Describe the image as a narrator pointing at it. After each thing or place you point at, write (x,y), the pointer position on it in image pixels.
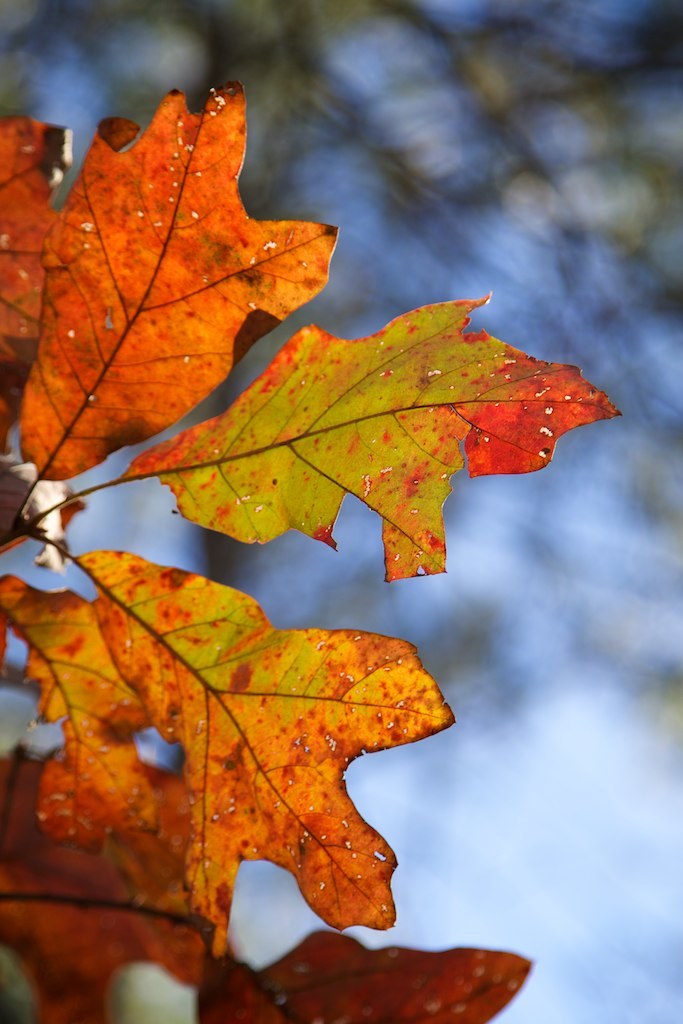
In this image I can see few dried leaves (236,684) in orange and green color. In the background (505,87) I can see few trees (249,36) in green color and the sky (509,760) is in blue color.
